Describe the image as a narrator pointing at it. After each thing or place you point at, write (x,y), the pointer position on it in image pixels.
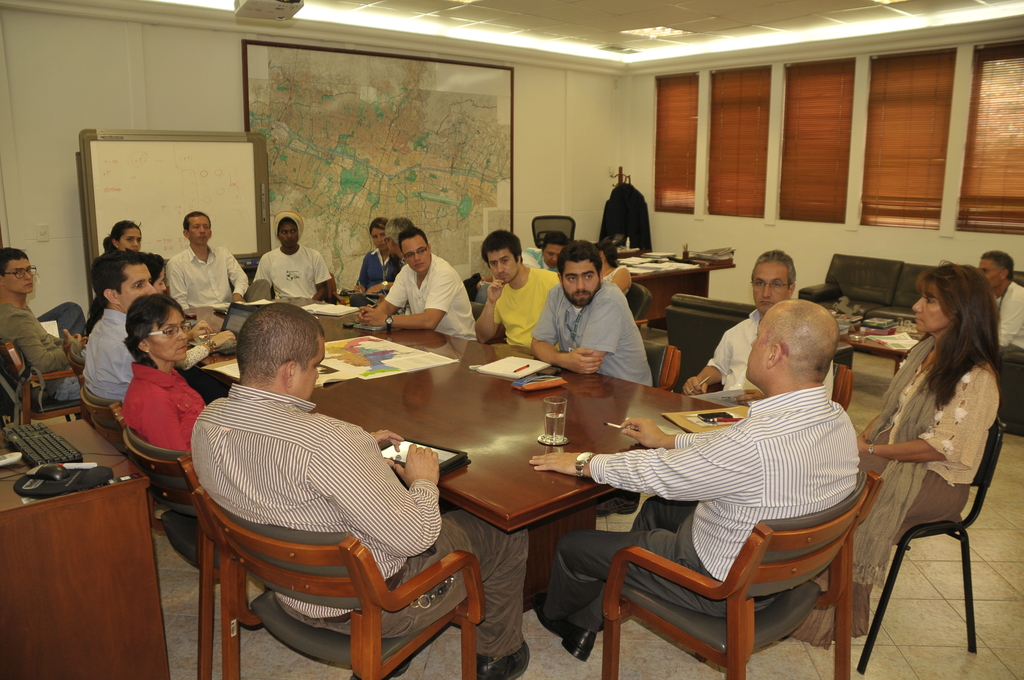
In this picture we can see some persons (615,536) sitting on the chairs (729,600). This is table (526,492), on the table (513,490) there is a glass (553,412), book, and a paper (398,362). And there is a laptop (226,347). This is the sofa (912,299). On the background (596,151) we can see the wall (558,139). There is a frame (402,140) on the wall (545,132). This is the light (671,48). And here we can see a keyboard (38,438) and a mouse (61,475) on the table (10,502). And this is the floor (932,656).
